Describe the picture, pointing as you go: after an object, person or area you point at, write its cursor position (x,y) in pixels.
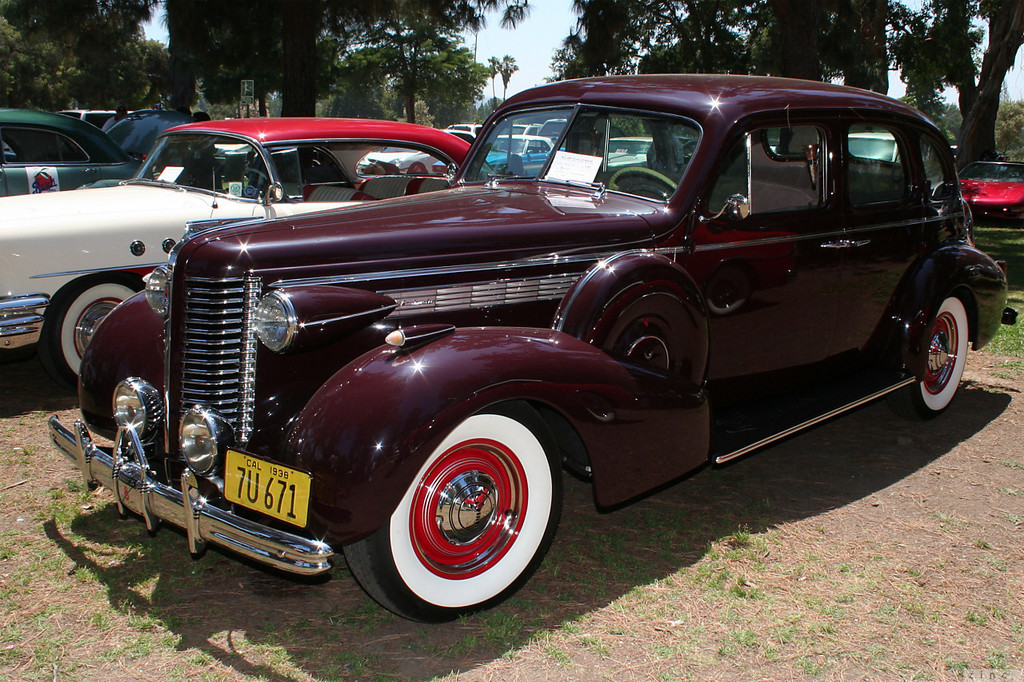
In this picture I can see cars (287,249) on the ground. The car (433,300) in the front (504,249) is dark brown in color. In the background (367,88) I can see trees (363,103) and the sky (497,42). I can also see grass (739,538) on the right side of the image (730,554).
